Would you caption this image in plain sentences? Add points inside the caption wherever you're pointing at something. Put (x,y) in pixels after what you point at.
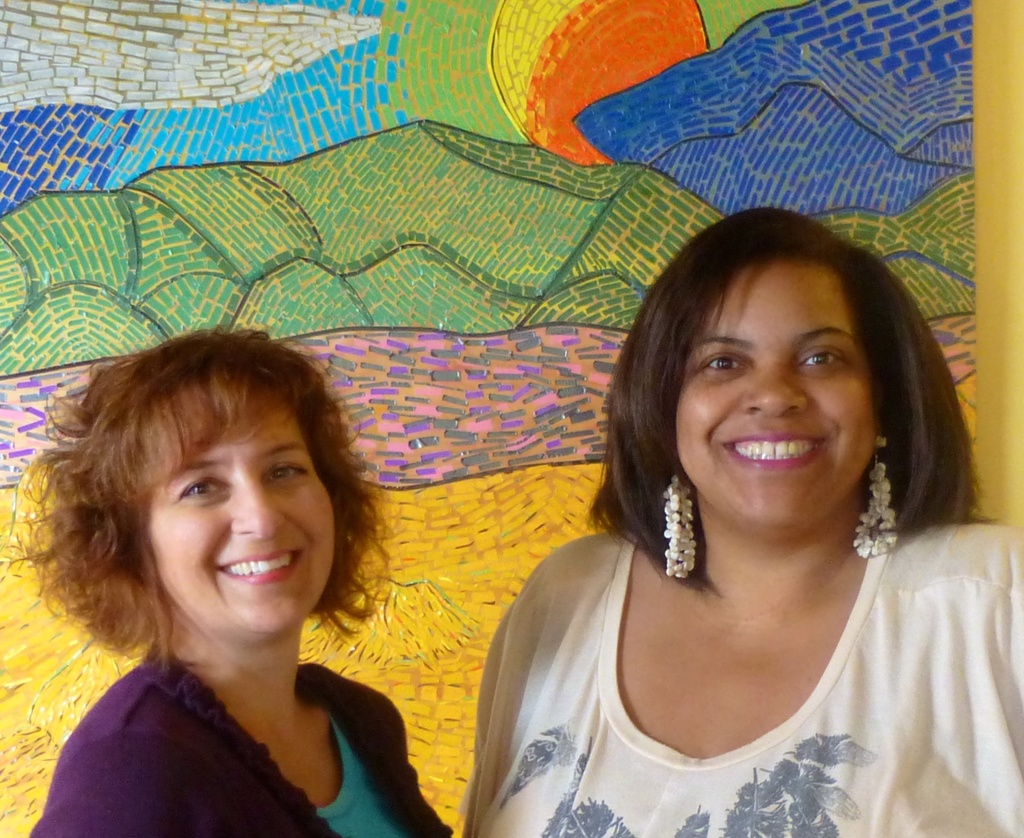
This image consists of two women's (788,568) and paintings (517,371) on a wall (495,263). This image is taken may be during a day.
